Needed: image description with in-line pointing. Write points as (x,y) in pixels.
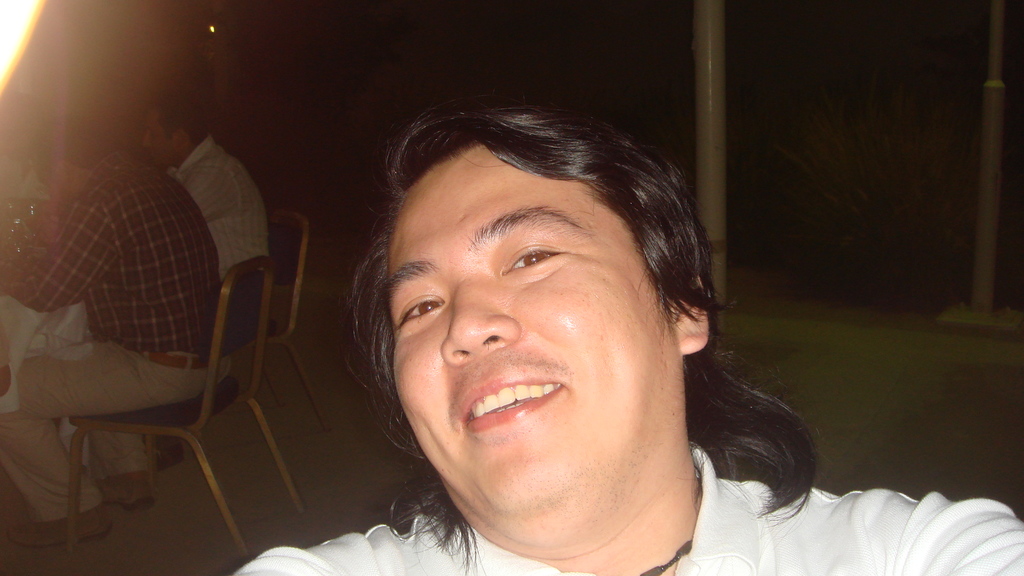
In the center of the image (481,342) we can see a person (601,479) is smiling. On the left side of the image (79,268), we can see a few people (108,259) are sitting on the chairs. In front of them, we can see some objects (21,213). In the background (723,53), we can see poles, lights (23,28) and plants (890,186).
